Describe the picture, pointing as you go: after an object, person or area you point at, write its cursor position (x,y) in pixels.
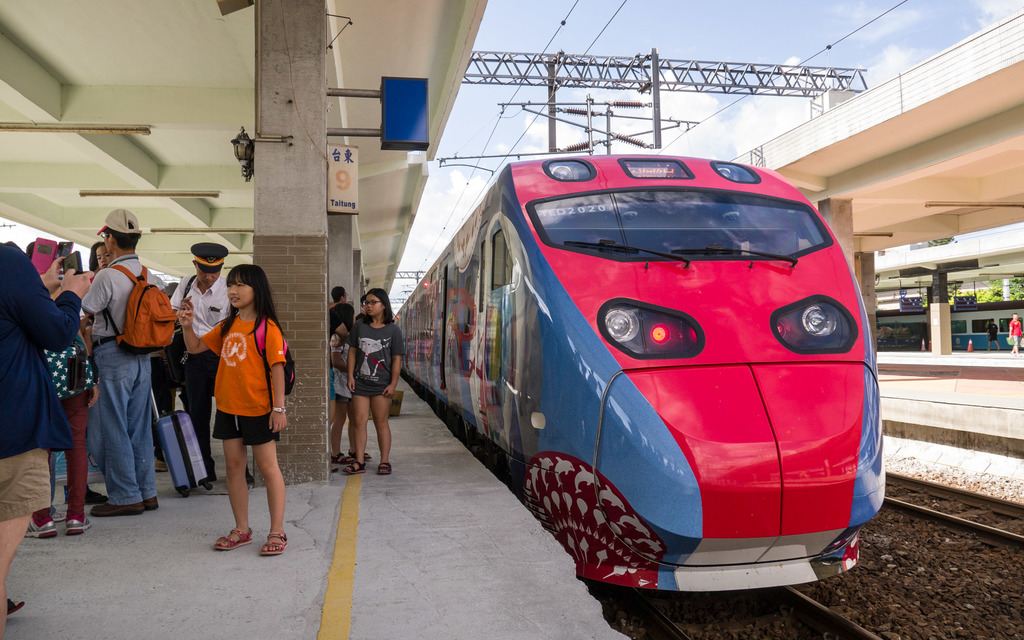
In this image there is a train (659,438). There is a railway track (783,613). To the left side of the image (138,333) there are people (252,414) standing on the platform (291,547). There are pillars (275,198). At the top of the image (204,13) there is ceiling (216,104). There are rods (482,63). There are electric wires (569,14).
